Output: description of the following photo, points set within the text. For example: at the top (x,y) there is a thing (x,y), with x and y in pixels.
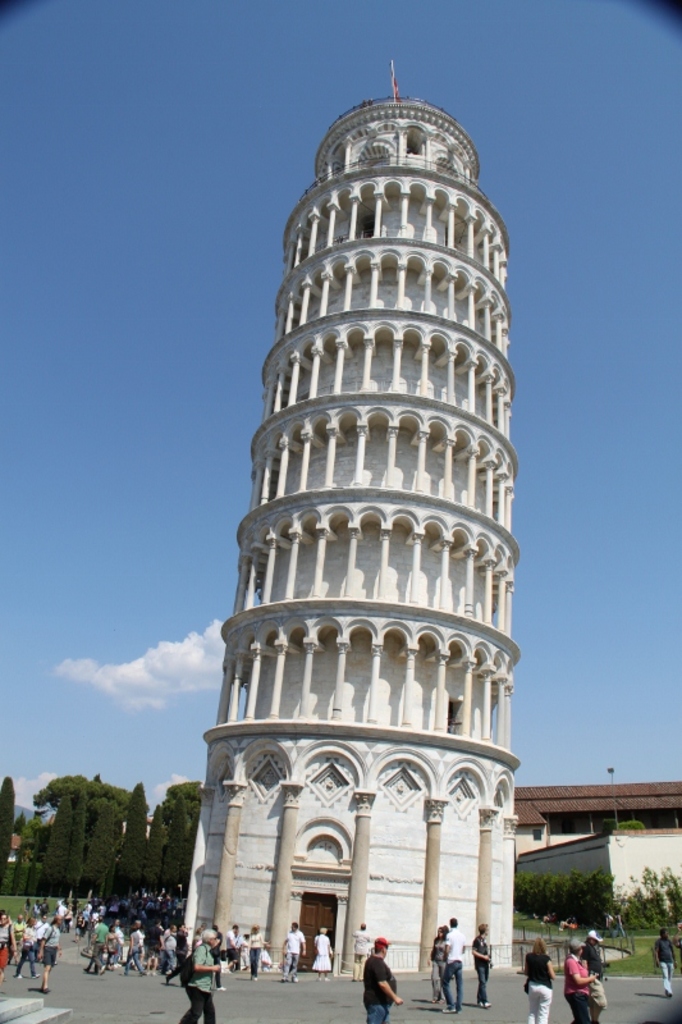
In the center of the image (326,524) there is a tower (326,524). In front of the tower (353,558) there are people (387,1000) walking on the road (250,1010). In the background of the image (609,824) there are buildings (540,849), trees (59,865) and sky (139,585).
